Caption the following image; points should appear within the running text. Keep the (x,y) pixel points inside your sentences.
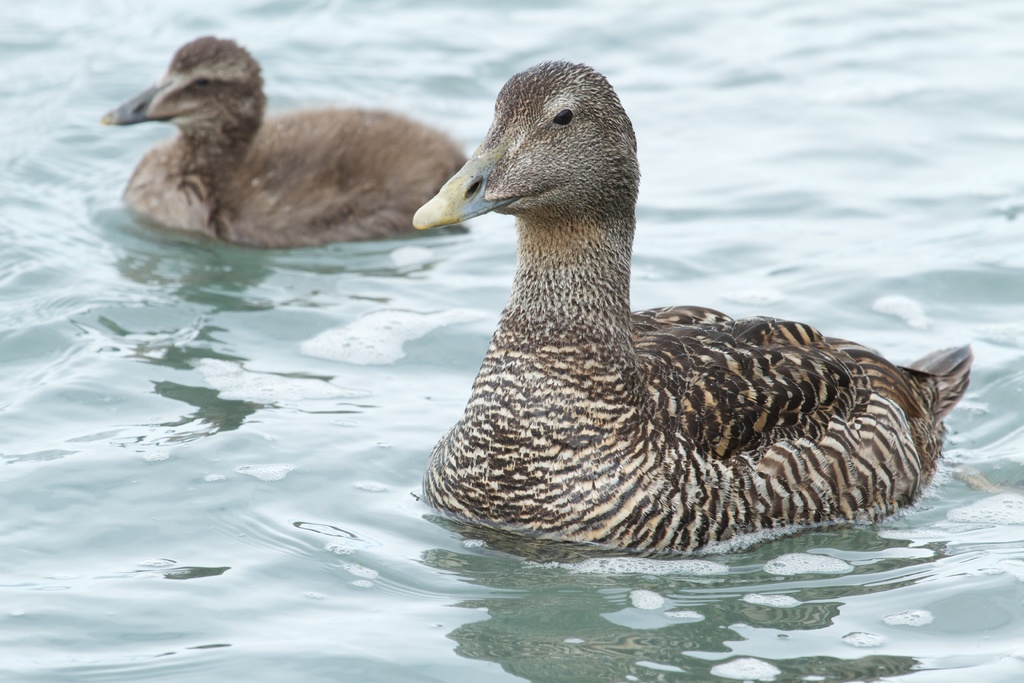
In this image I can see two birds (600,396) which are brown, cream, yellow and black in color on the surface of the water (455,382).
